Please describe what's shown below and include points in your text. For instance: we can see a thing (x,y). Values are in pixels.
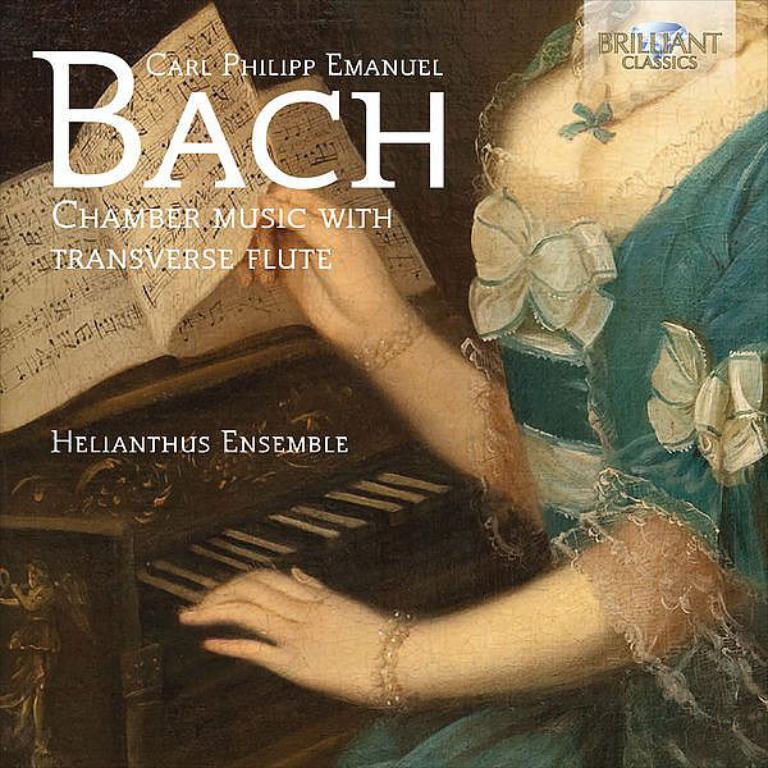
In this image, we can see a person (690,234) whose face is not visible holding a page (395,235) with her hand (324,231). There is a piano (198,456) in the bottom left of the image (152,608).
